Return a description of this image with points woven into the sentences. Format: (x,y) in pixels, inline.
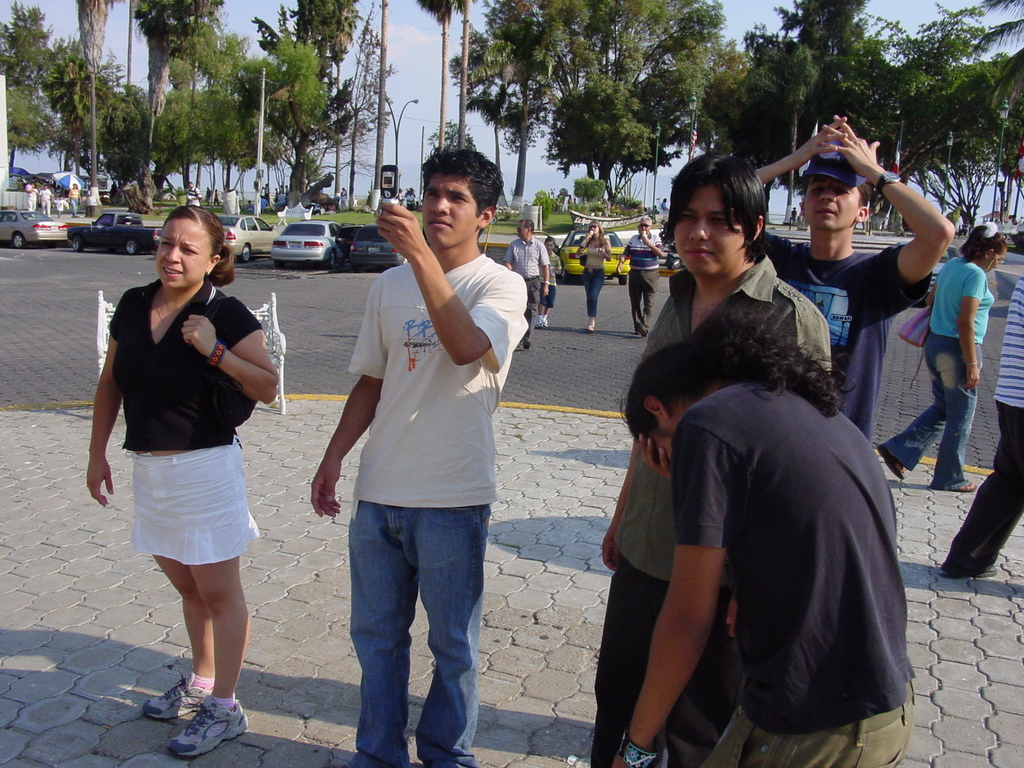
In the center of the image (447,351) there are people (609,541) standing on the pavement (501,621). In the background of the image (196,44) there are trees (315,102). There are poles (260,126). There are vehicles (34,232) parked. There are people (639,247) walking on the pavement (563,346).
